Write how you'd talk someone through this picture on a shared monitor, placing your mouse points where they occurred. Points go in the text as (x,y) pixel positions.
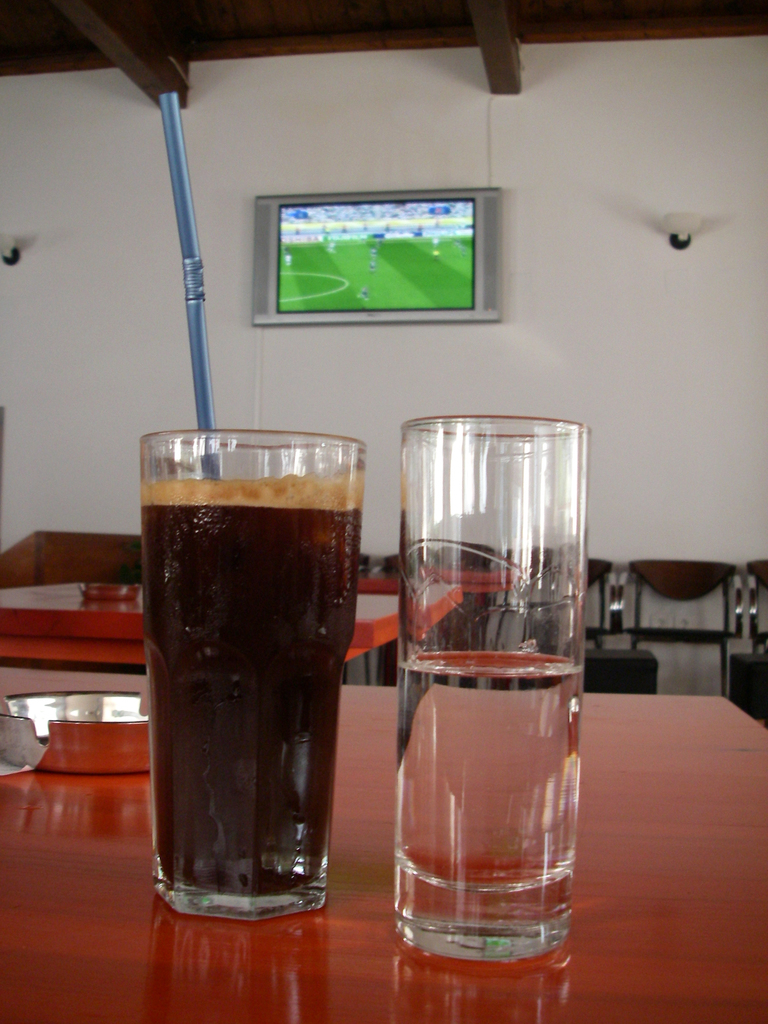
In this image I can see the table (217,986) and on the table (290,944) I can see two glasses (272,576) with liquids (218,586) in them. I can see a blue colored straw (213,420) in the glass (173,629). In the background (213,288) I can see a table (133,622), few chairs (616,604), the wall (641,355), a television (397,294) to the wall (648,344) and the brown colored ceiling (277,18).
